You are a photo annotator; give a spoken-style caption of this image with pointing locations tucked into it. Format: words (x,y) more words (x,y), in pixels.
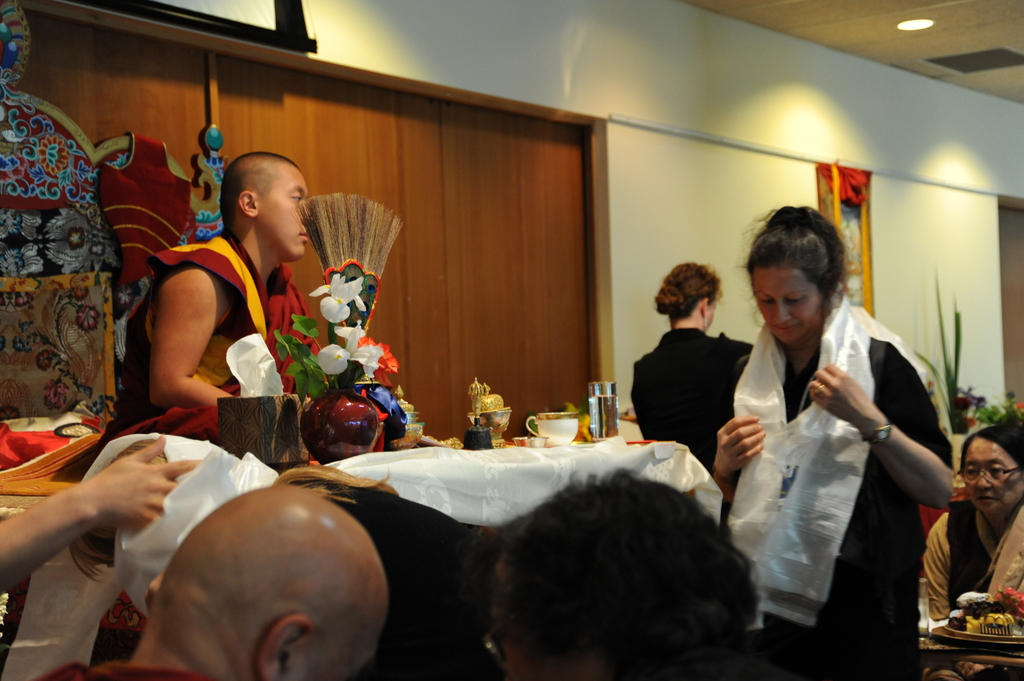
As we can see in the image there is a white color wall (618,194), few people (745,493) sitting on chairs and there is a table (479,463). On table (442,460) there is a flower vase (372,414), cup (541,426) and glass (609,431).
